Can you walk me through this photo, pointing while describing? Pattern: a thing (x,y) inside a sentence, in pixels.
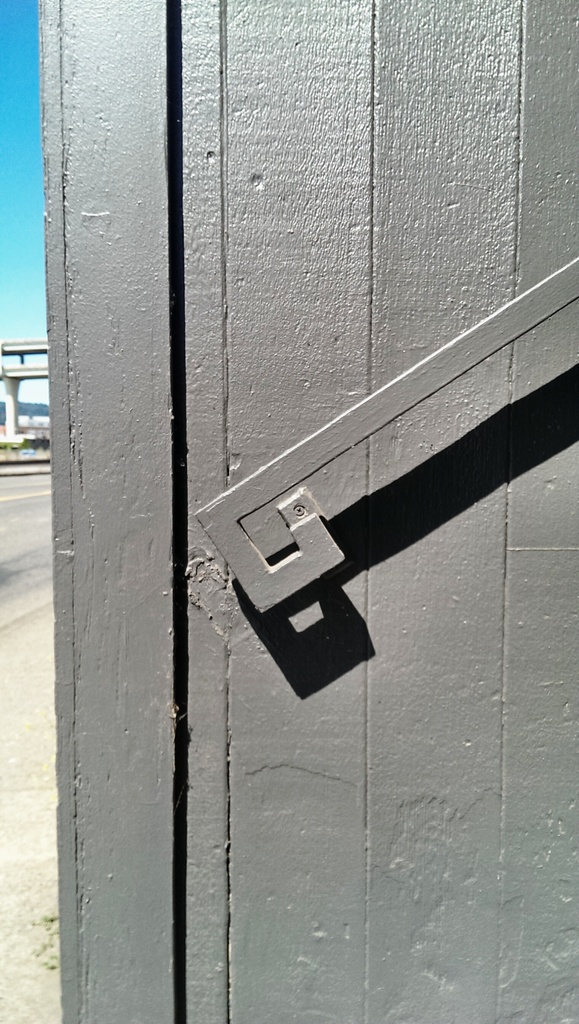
In this picture we can see a wooden wall (336,614) in the front (255,453), on the left side (10,373) we can see a bridge (17,372), there is the sky (8,139) at the left top of the picture (21,96).
